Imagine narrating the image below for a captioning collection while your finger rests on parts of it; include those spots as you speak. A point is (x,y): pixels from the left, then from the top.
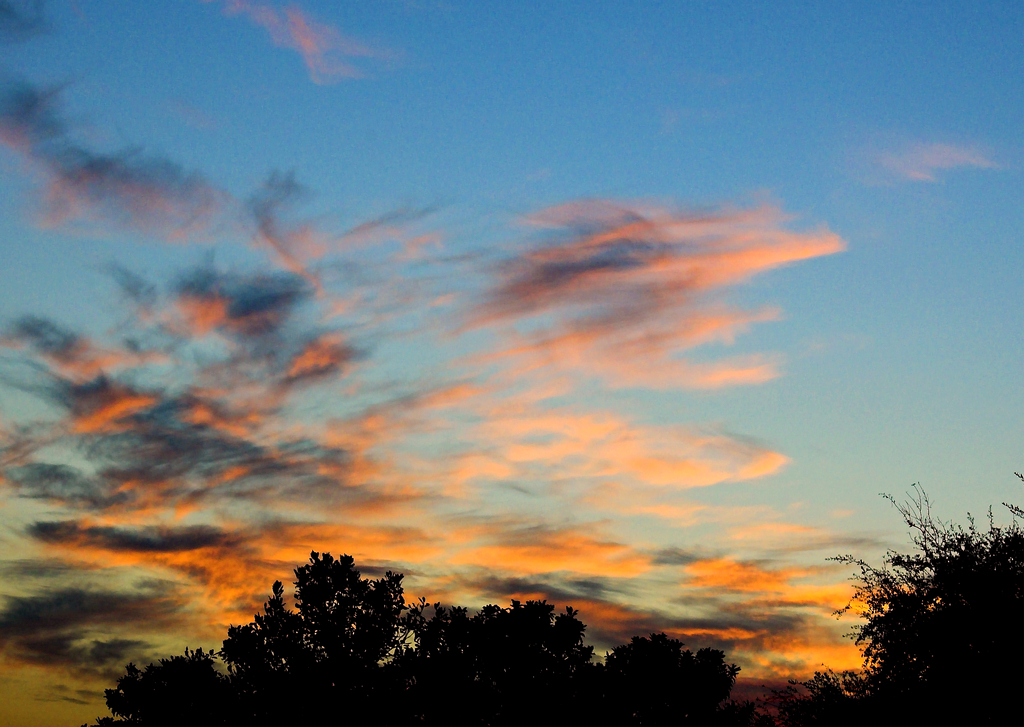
In this image, we can see a cloudy sky (489,448). At the bottom (1004,605), we can see trees (553,682).
